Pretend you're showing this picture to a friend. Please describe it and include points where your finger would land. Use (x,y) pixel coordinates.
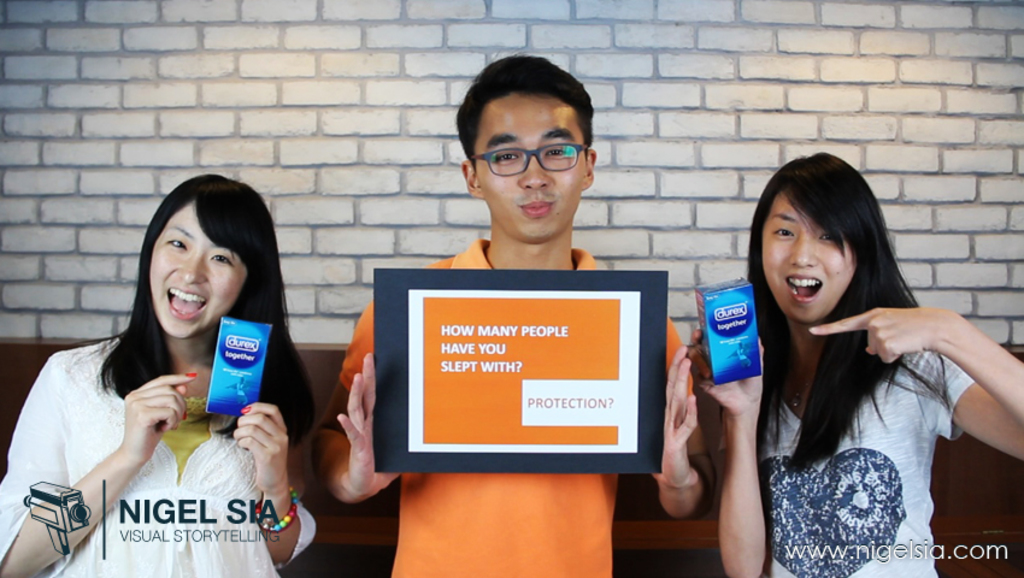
In this image we can see three persons (225,183) smiling and holding the objects (551,312), among them, one person (558,242) is wearing the spectacles (489,169) and in the background (704,232), we can see the wall (621,187), at the bottom of the image (170,527) we can see some text (172,524).
